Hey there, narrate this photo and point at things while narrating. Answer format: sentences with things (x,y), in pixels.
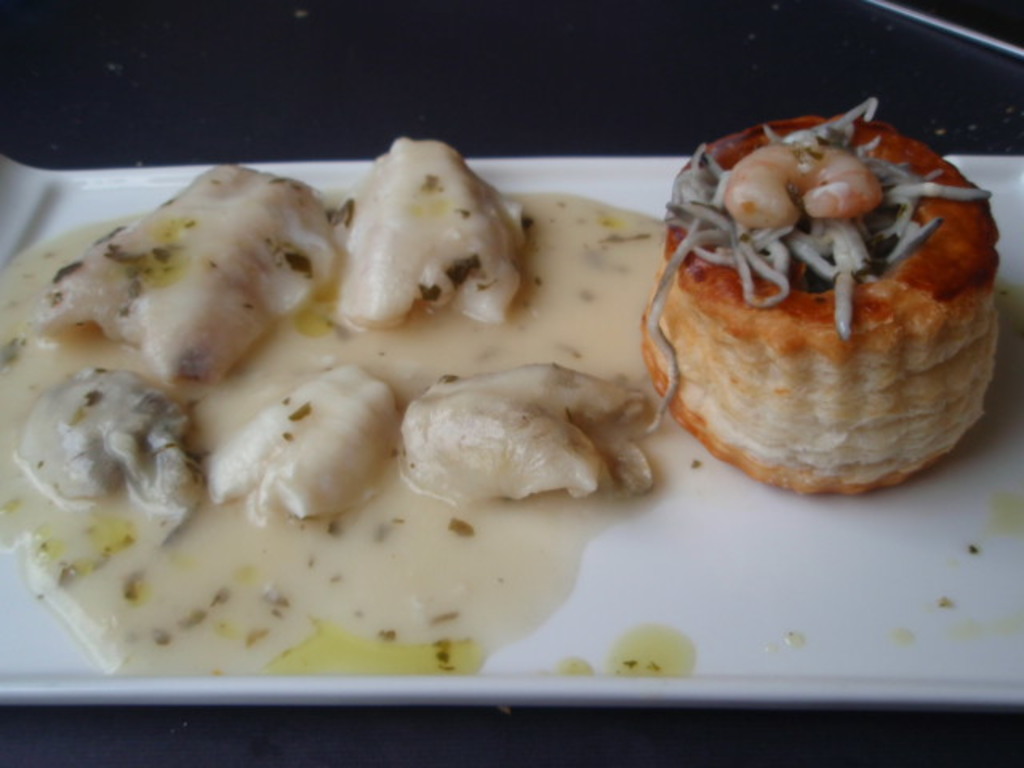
In the image we can see there are food items (540,378) kept on the white colour plate (904,673).
